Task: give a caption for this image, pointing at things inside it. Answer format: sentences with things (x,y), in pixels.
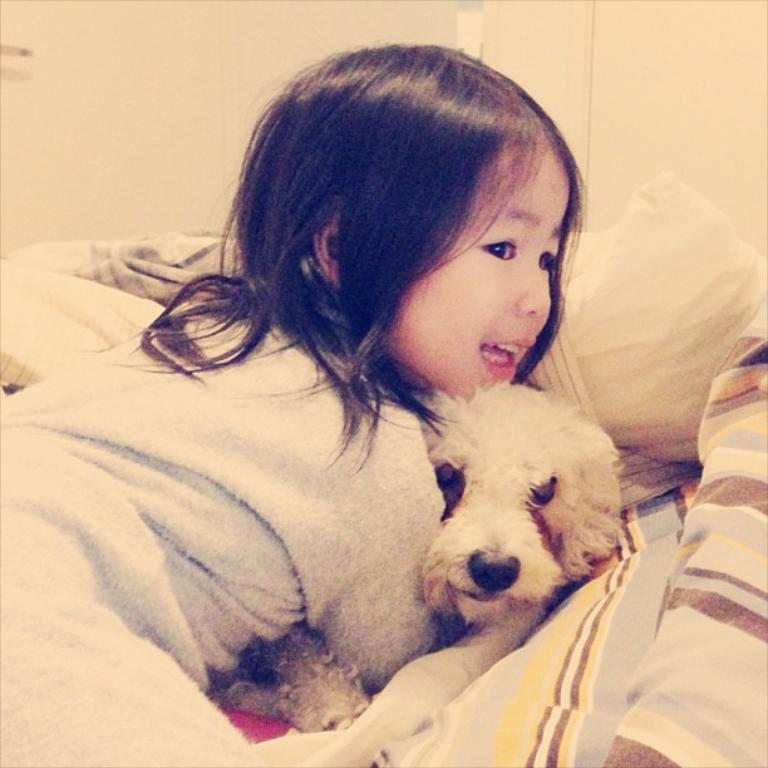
In the center (423,454) we can see girl (285,401) she is smiling and holding dog (455,480). She is lying on bed (606,643) and back we can see wall (397,43).
